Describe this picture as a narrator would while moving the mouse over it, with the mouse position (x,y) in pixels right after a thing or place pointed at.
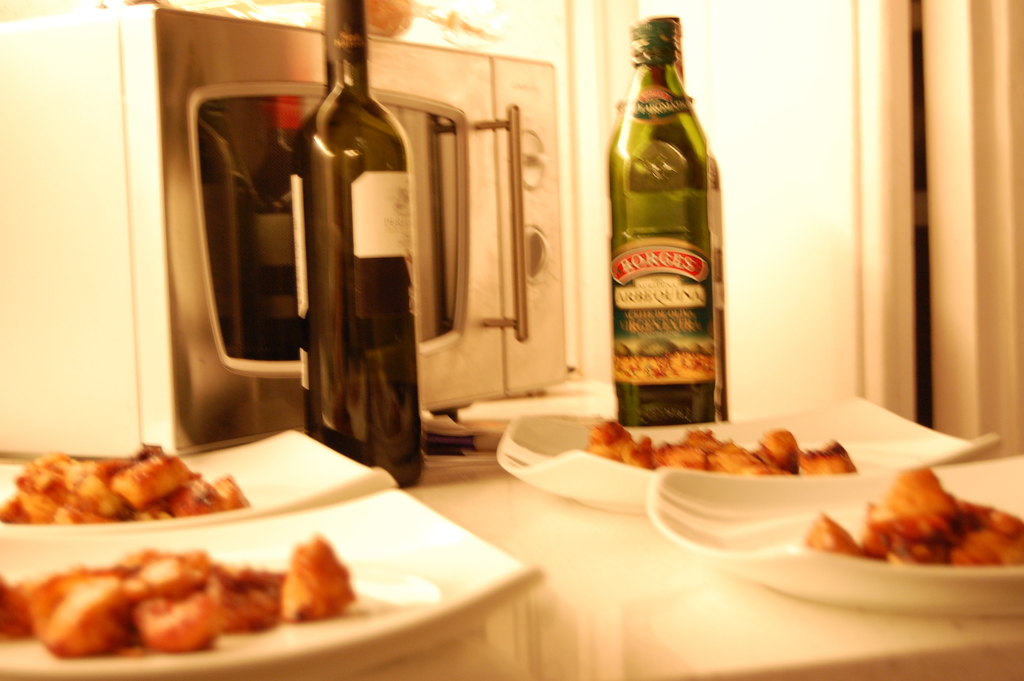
There are a wine bottle (401,369), an olive oil bottle (687,287), a micro oven (272,234) and some eatables (230,570) placed on a table (583,570).
